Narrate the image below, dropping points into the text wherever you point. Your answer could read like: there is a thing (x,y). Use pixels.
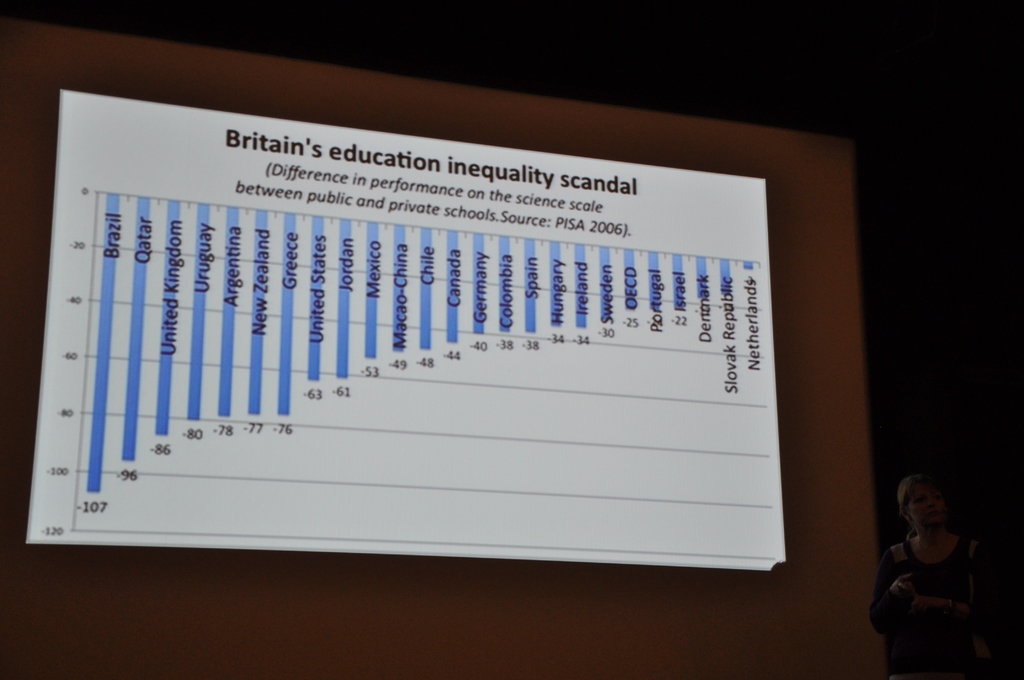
In this image, we can see a screen (668,276) contains some statistics (393,435). There is a person (938,556) in the bottom right of the image (964,614).
